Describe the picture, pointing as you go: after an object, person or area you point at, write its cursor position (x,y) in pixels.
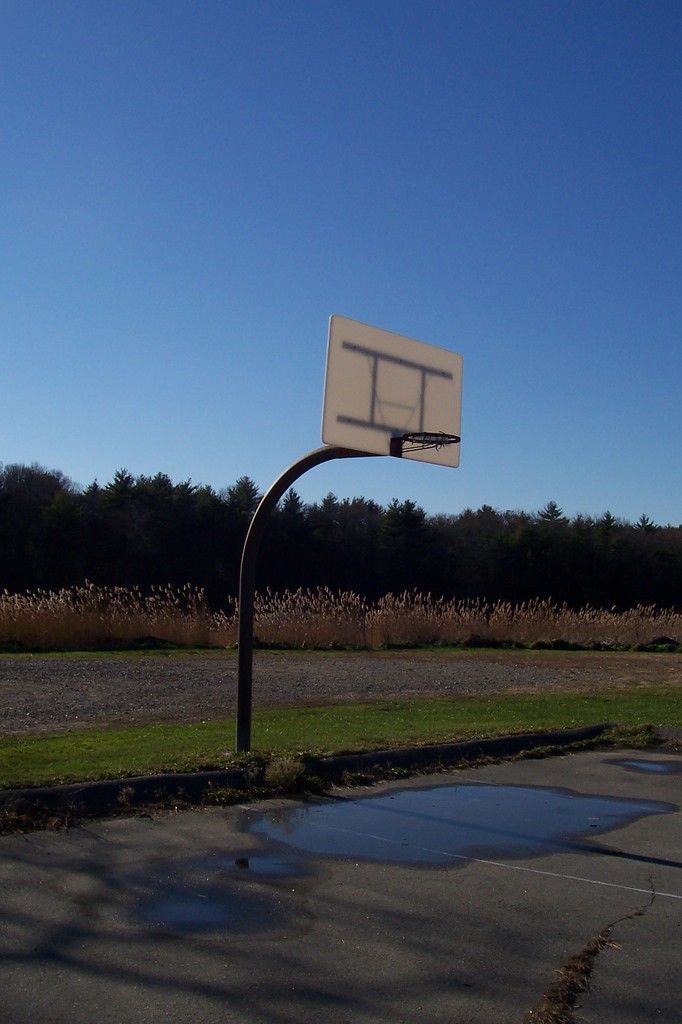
At the bottom of the image (382,840) there is a floor (334,827) with water (334,827). There is a pole (329,455) with basketball board (357,429) with basket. On the ground (458,651) there is grass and also there are small plants (285,605) and also there are trees (213,555). At the top of the image (338,188) there is a sky (291,201).
